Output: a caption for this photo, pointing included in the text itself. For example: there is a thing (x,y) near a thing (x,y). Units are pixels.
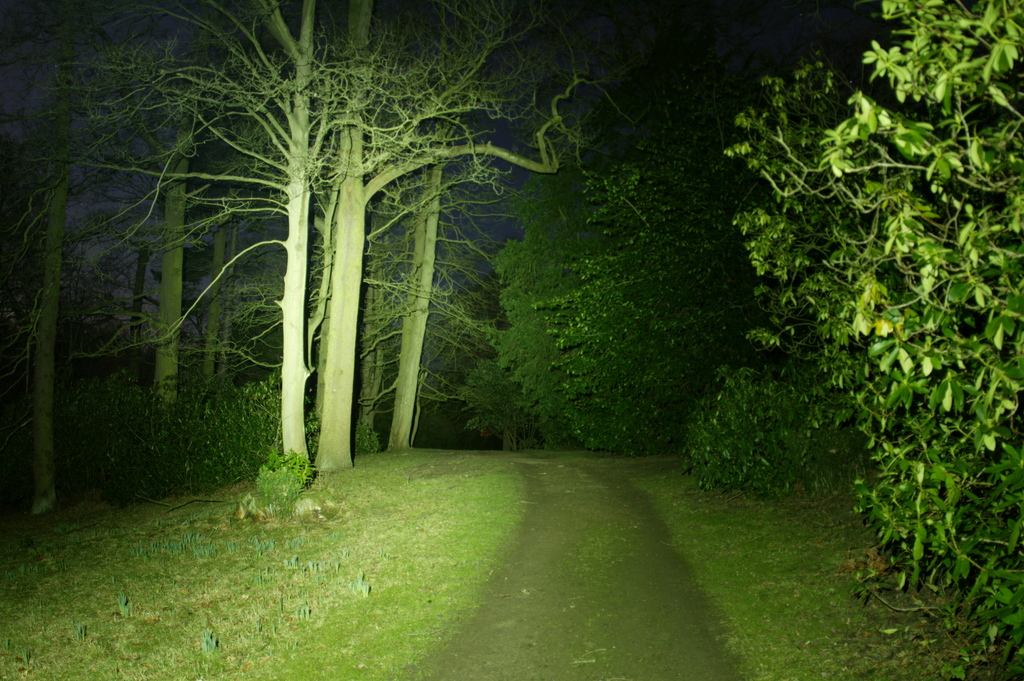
There is grassland (479,579) and a path (674,614) in the foreground area of the image (457,521) and trees (456,290) in the background (451,131).
